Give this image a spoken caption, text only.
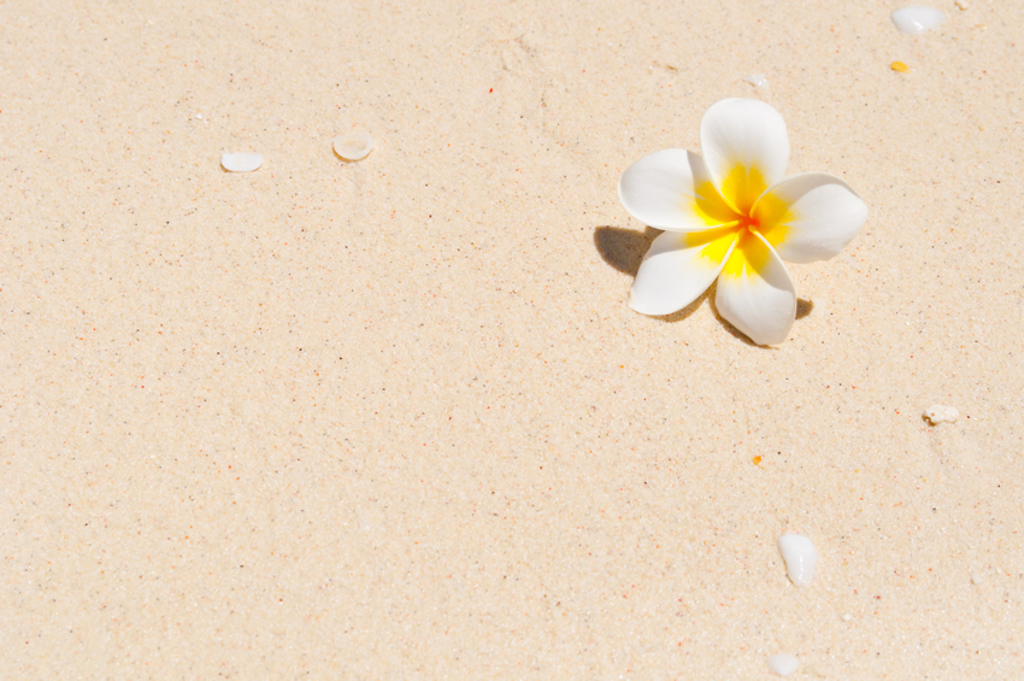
In this image there is a flower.
